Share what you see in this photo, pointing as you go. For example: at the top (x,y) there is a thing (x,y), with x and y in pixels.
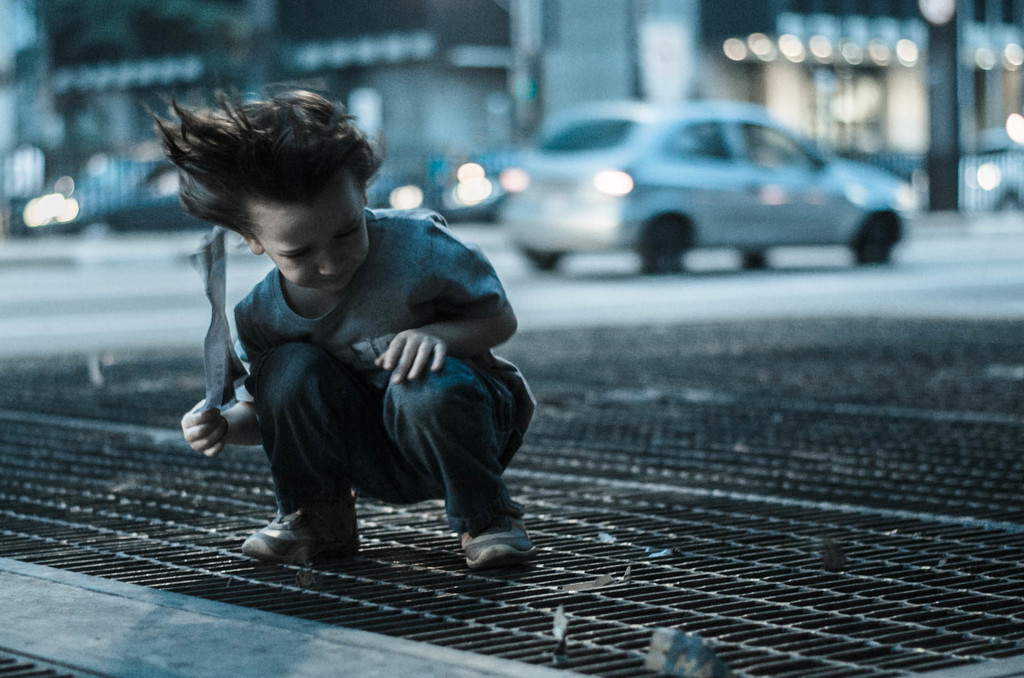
In the center of the image (545,447) we can see a kid (502,532) on the mesh (466,591). And we can see the kid (519,522) is holding some object (220,247). In the background (361,87), we can see a vehicle (700,157), lights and a few other objects (546,108).
